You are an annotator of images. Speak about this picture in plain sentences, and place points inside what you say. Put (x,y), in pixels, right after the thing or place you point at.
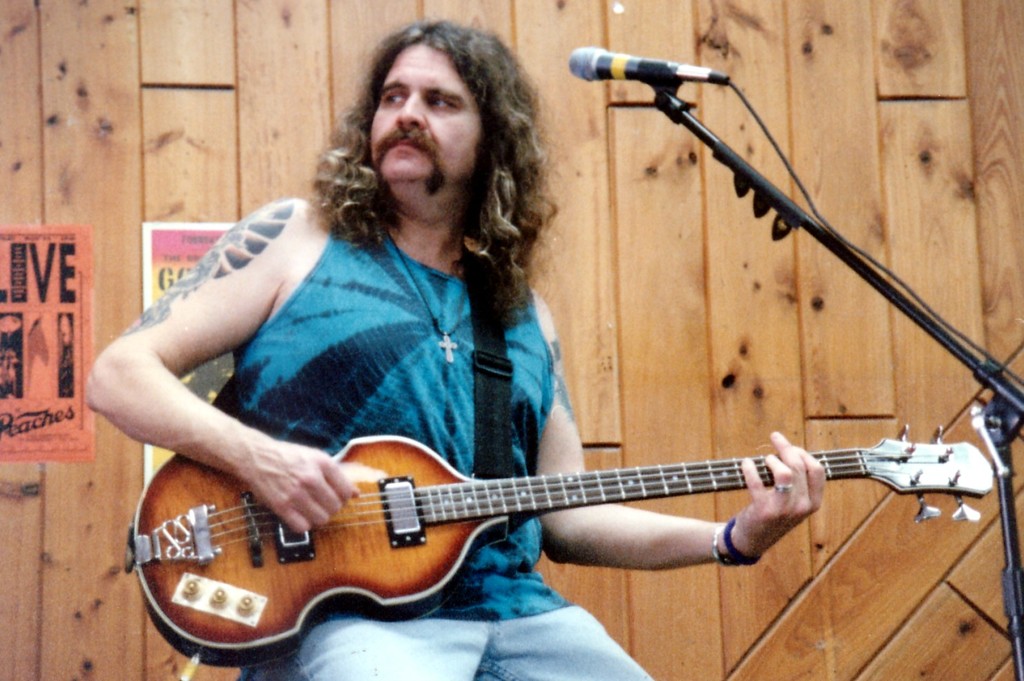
A man (247,276) is playing a guitar (664,479) he wear a blue color t -shirt (361,363).
